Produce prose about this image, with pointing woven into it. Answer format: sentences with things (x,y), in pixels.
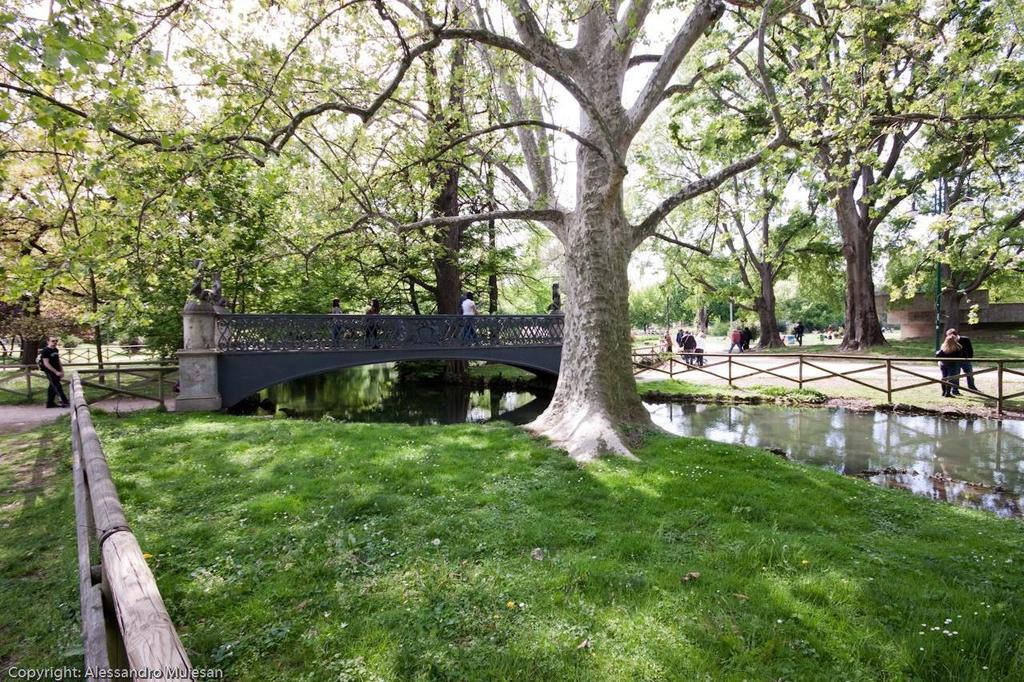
In this picture I can see there is grass (217,548) on the surface (106,447) on the floor (114,465) and there is a wooden frame (121,528) onto the left side (140,615), there is a bridge (326,353) in the backdrop (353,343) and there are few people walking on the bridge (480,357) and there is a lake (385,421) at right side (906,441) and it looks like there is a building (908,327) on right side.
